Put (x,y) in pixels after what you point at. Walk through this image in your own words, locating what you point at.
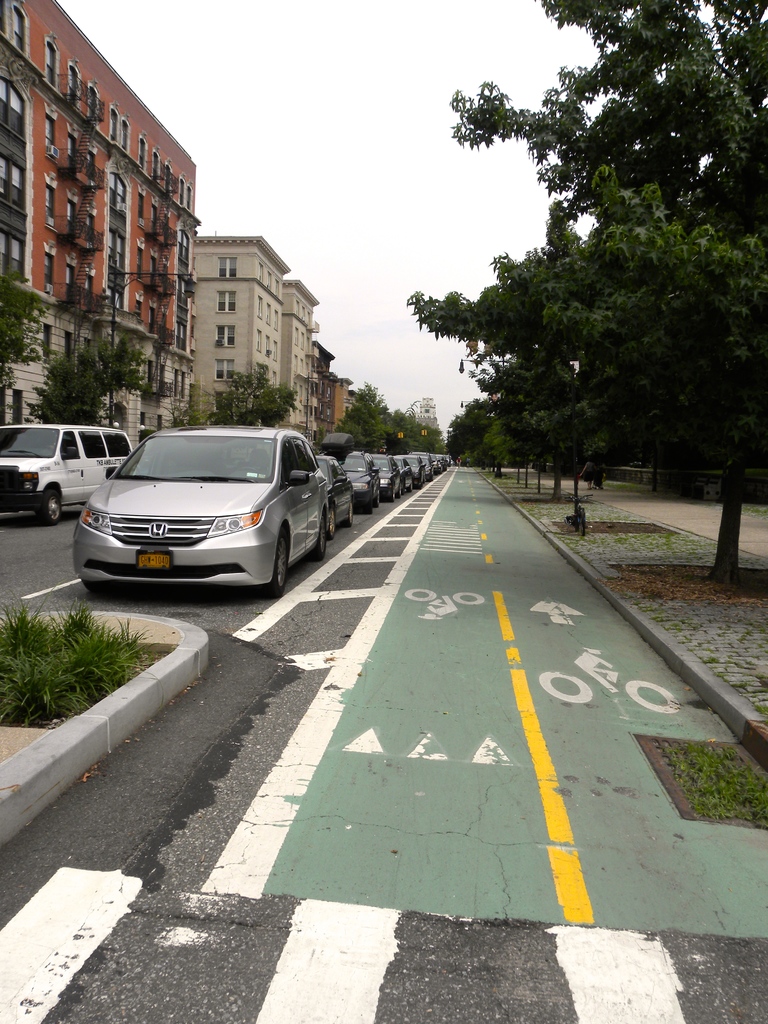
In this image, I can see a van (84,475) and few cars (321,518), which are parked on the road (269,598). These are the small bushes (85,638). I can see the trees (269,399) beside the road (200,605). These are the buildings (305,364) with windows (275,351). This looks like a pathway (732,677).
